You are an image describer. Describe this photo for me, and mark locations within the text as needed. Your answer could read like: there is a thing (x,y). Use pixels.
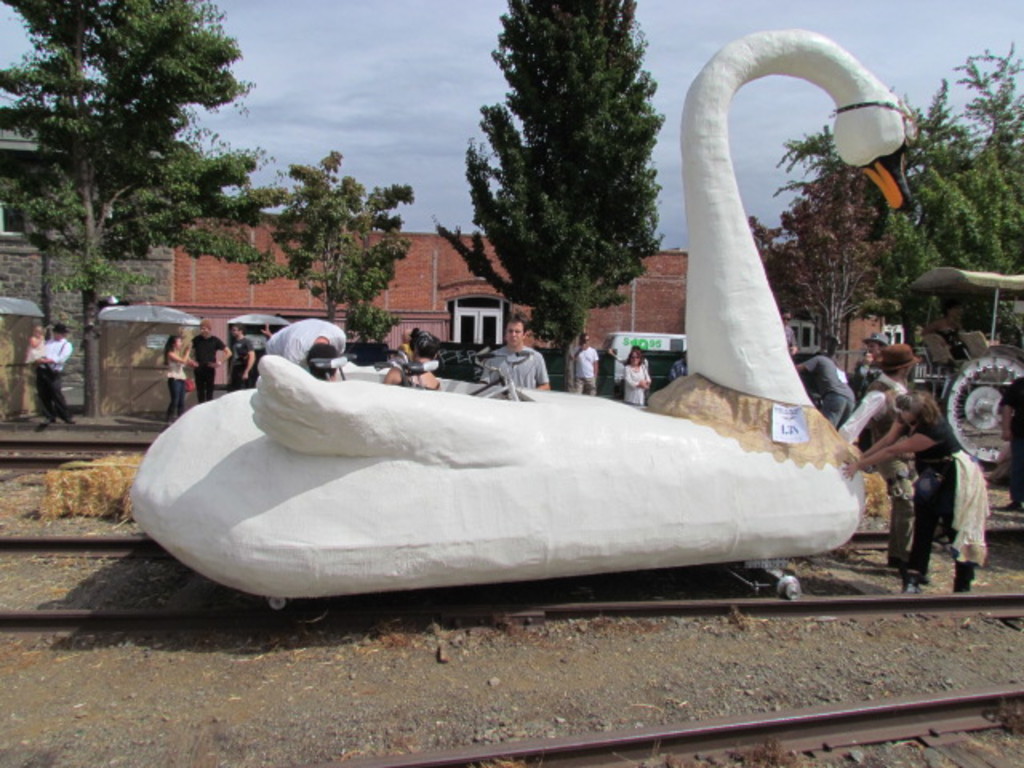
At the bottom of the picture (835,713), we see the railway tracks (817,717). In the middle (672,406), we see a train (506,492) which is in the shape of the swan (765,475) is moving on the tracks (808,602). Beside that, we see the people (929,454) are standing. Behind them, we see the tents (138,357) in white and brown color. On the right side (949,275), we see a man (936,349) is riding the vehicle (1016,342). There are trees (576,300), vehicles (673,345) and buildings (517,311) in the background (441,260). At the top (382,86), we see the sky (376,77).
